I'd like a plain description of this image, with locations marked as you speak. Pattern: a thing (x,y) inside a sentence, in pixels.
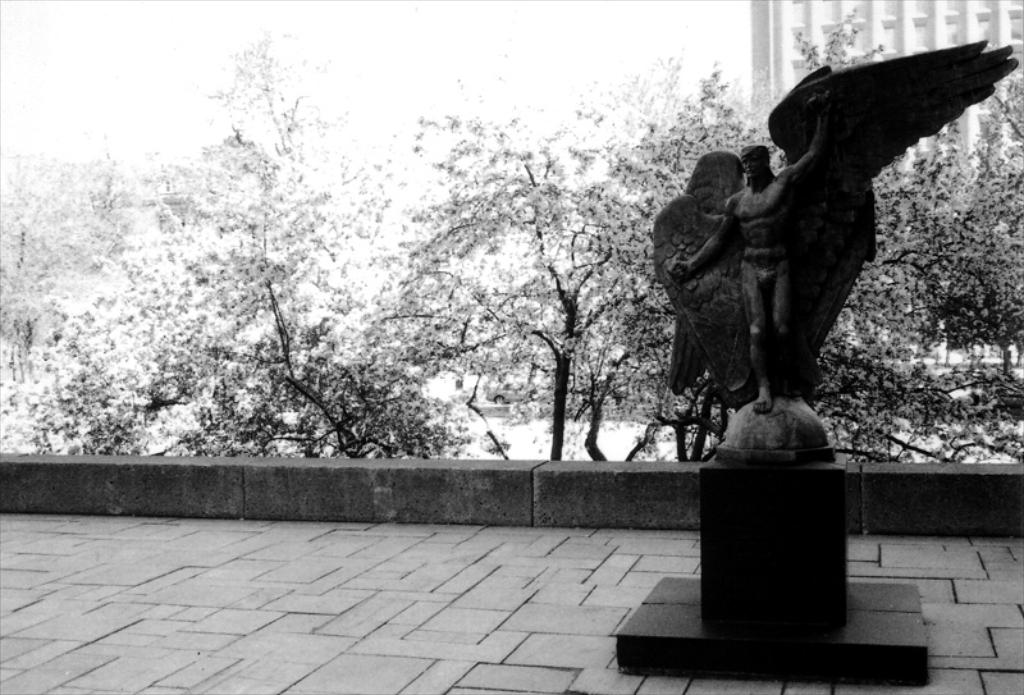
This is a black and white image. There is a statue (783,412) on the right side (809,407). There are trees (462,355) in the middle (468,420). There is pavement (361,579) in the bottom (567,633). There is a building (945,32) on the right side (935,18).
